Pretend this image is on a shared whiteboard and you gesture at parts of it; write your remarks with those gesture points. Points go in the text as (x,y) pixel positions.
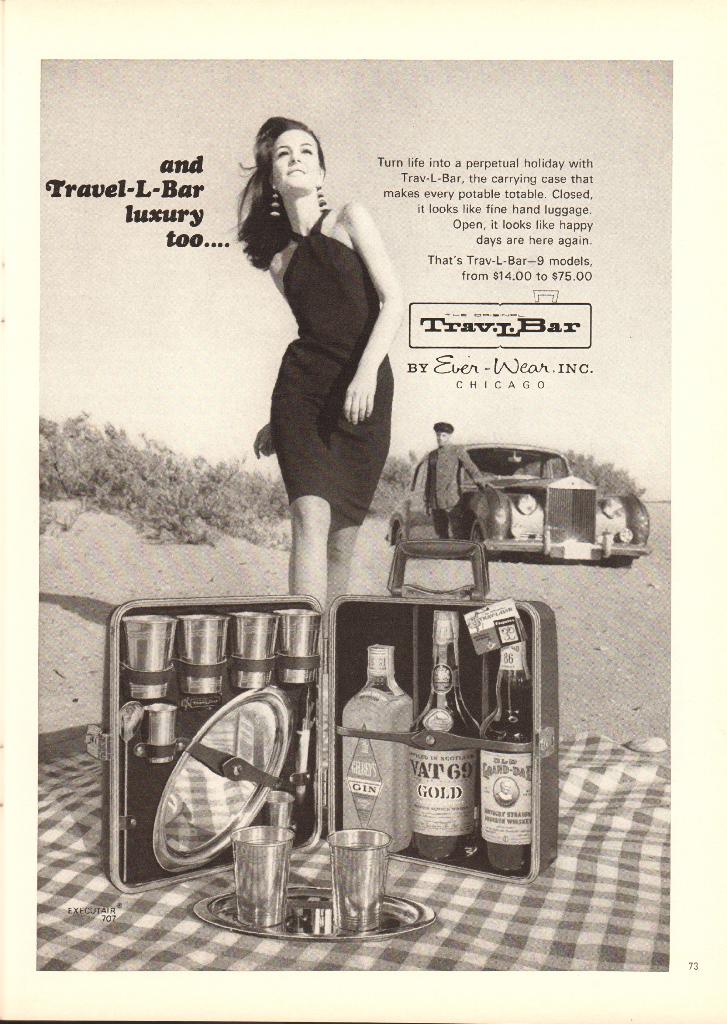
This is a poster. In this picture we can see a woman (333,555). There are few bottles (512,854), glasses (191,618), plate (254,764) in a suitcase (438,596). We can see two glasses (265,926) in a plate (226,913) and a cloth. We can see a person (463,521), car (508,544) and few plants (222,509) are visible in the background (521,534).
